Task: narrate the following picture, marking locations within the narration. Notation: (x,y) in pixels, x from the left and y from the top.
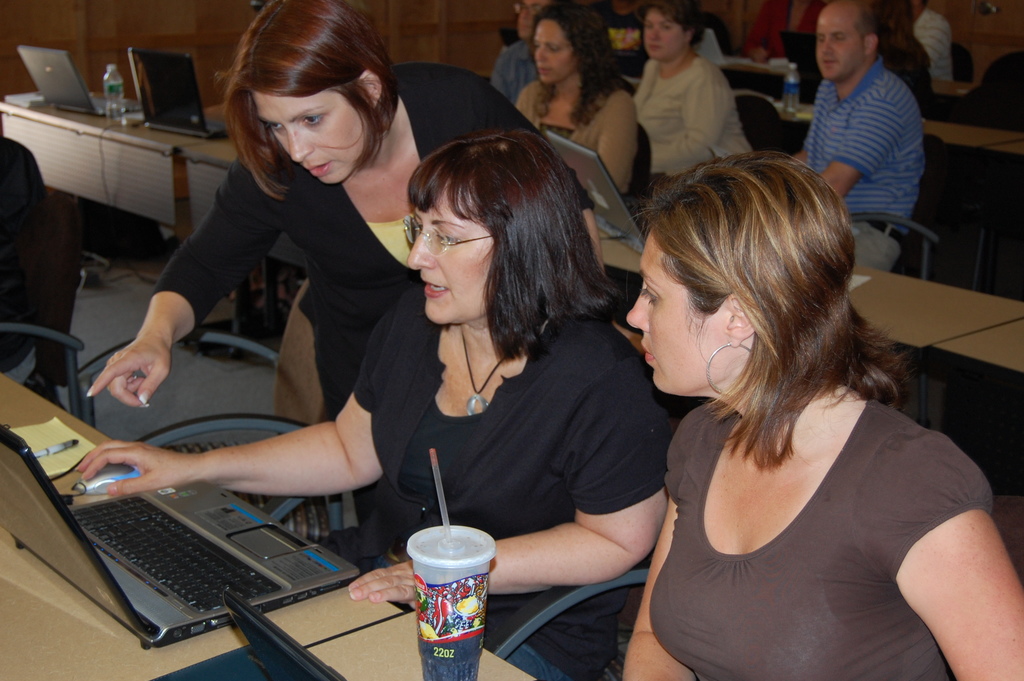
This image consists of benches (56,110) and chairs (54,231). People (602,318) are sitting on chairs (338,503). On that bench (4,403) there are laptops (124,518), mouses (110,467), glasses (423,551).
